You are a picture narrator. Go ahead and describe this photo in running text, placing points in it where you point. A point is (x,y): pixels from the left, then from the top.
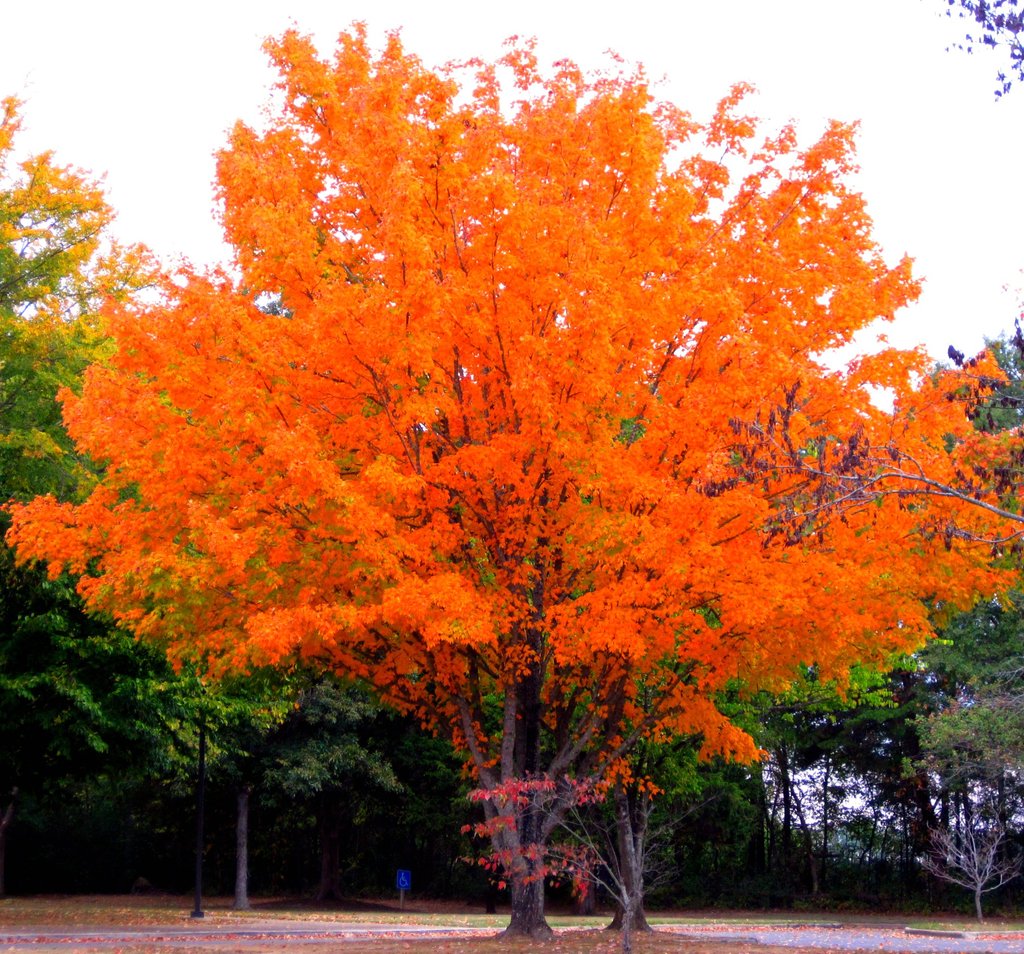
In this image we can see some trees (231,770), and a pole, also we can see the sky (138,151).
